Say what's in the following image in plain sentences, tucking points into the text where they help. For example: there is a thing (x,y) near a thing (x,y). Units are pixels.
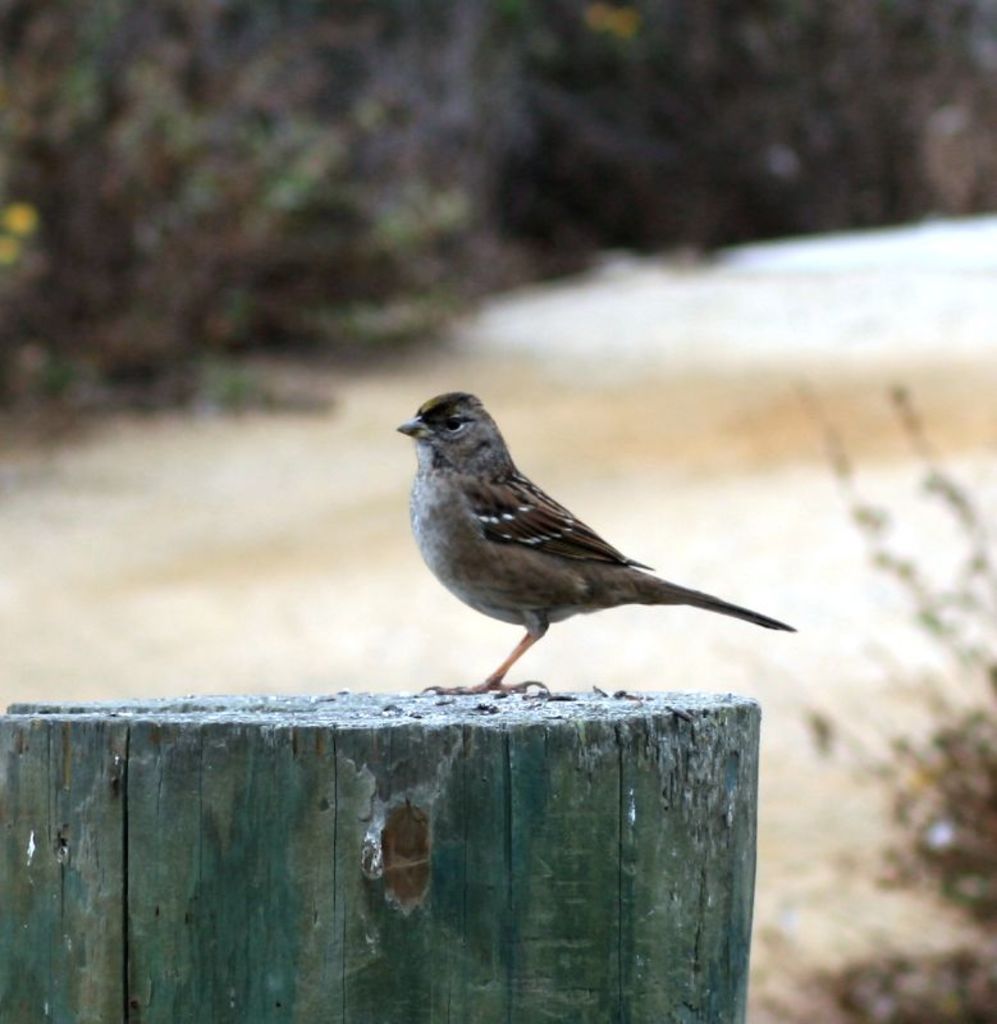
In the center of the image (506,575) we can see a bird (508,586) on the wooden log (427,694). In the background (302,284) there are trees (593,181).
